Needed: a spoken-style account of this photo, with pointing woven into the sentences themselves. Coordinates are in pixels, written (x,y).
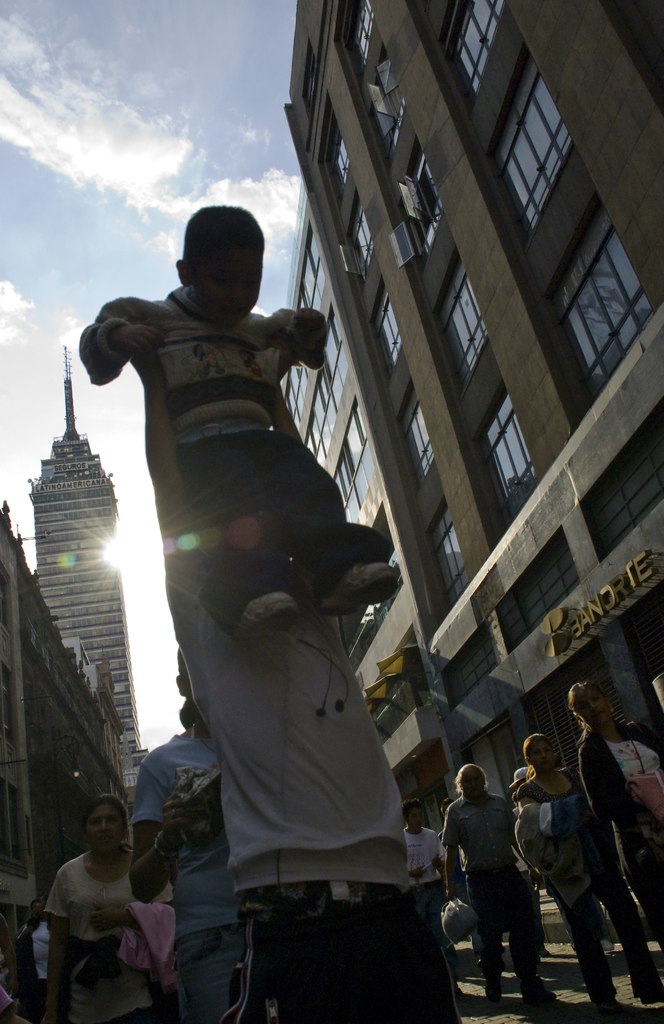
In this image I can see group of people (248,717) are standing on the road (555,1023). Here I can see a person (260,723) is holding a child (236,501). In the background (87,561) I can see buildings (461,402), the sun (115,560) and the sky (125,285).
